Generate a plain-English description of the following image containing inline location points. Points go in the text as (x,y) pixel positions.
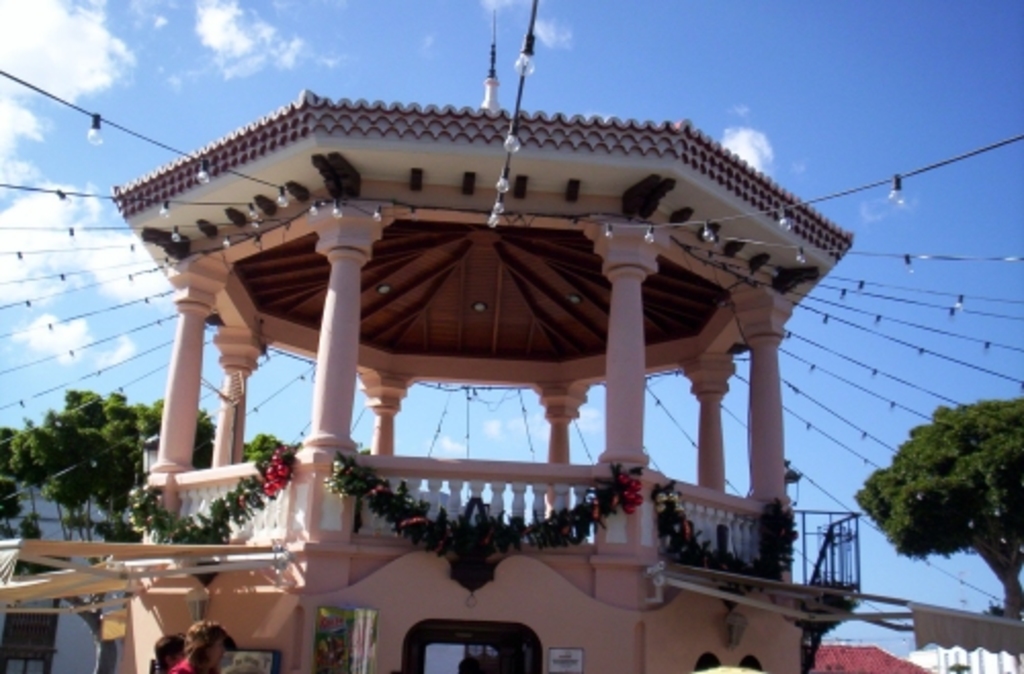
In this image there is a building (397,457). To the building (228,199) there are wires (395,202) to which there are lights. On the right side (953,499) there is a tree (943,545). At the top (408,59) there is a sky (402,68). At the bottom (170,642) there are few people (181,644) standing near the building (231,625).
